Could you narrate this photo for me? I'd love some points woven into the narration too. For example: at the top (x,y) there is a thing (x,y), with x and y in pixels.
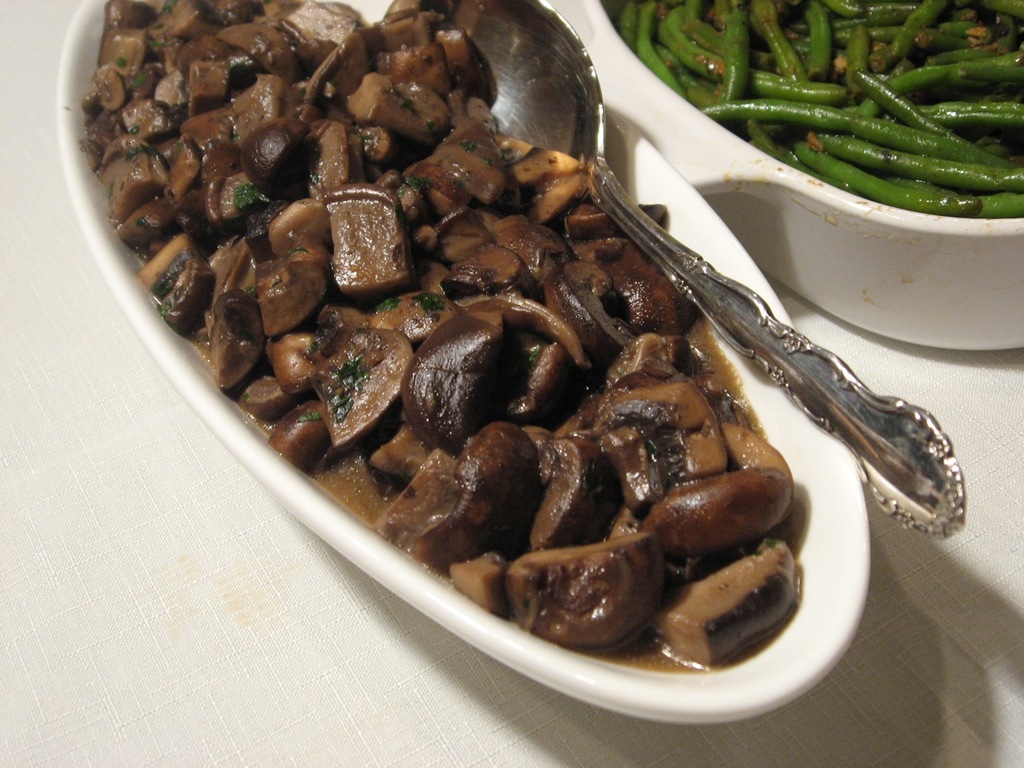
In this image we can see bowls (650,123) containing food (487,286) and spoon (587,103) are placed on the surface (269,566).
